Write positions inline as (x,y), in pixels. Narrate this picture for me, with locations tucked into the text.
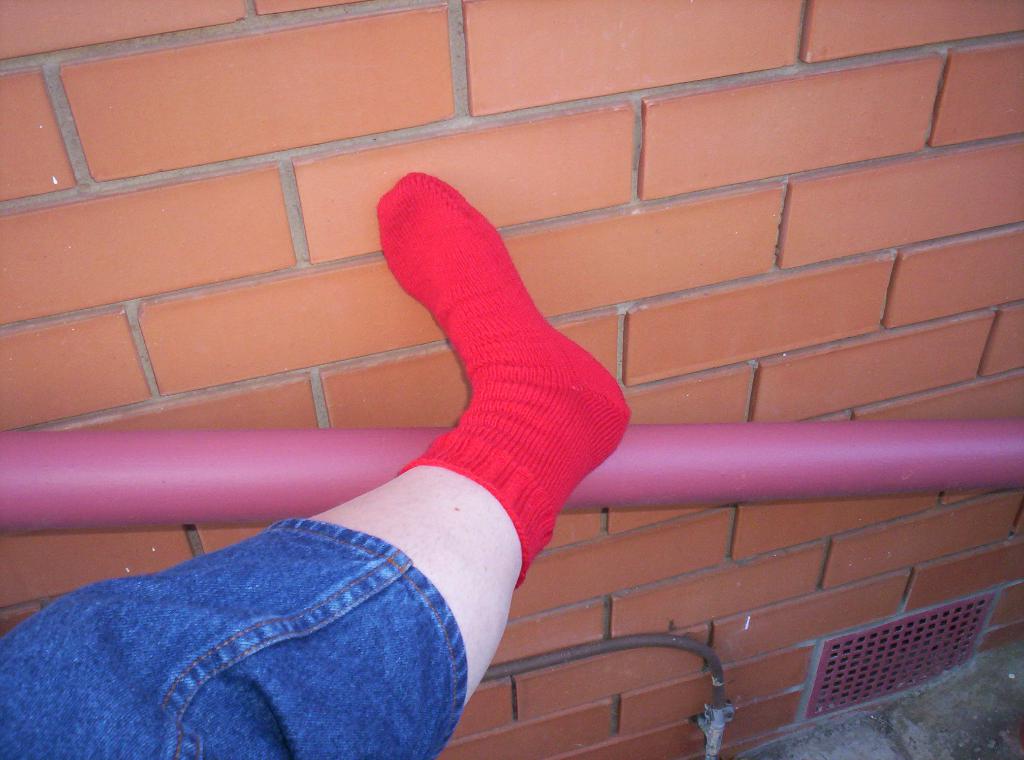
In this picture I can observe a human leg (465,490) wearing red color socks (471,449). In the background (240,123) I can observe a wall (513,162).
